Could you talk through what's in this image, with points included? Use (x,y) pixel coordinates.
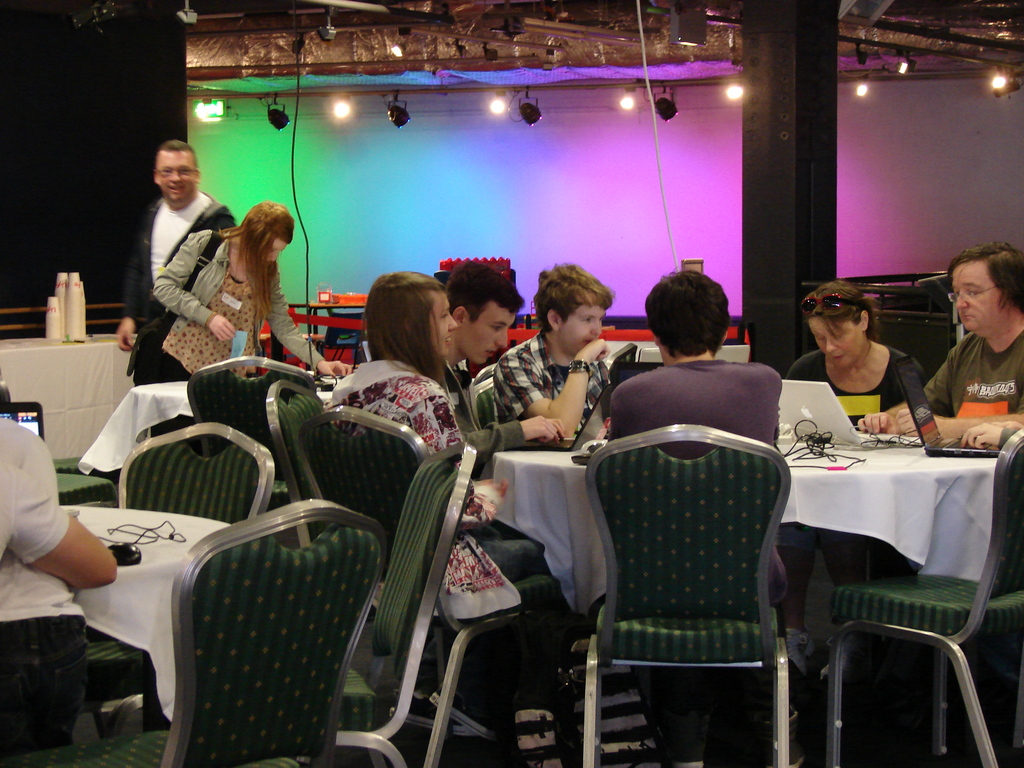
It seems to be the image is inside the room (754,390). In the image there are group of people (819,372) sitting on chair (675,529) in front of a table (863,448), on table (799,472) we can see a laptop (805,400), wires (827,432) and left side (183,218) there are two people (213,240) men (201,210) and woman (196,242) are standing and we can also another table (83,346) on which there are some glasses (80,307). On right side (801,165) there is a pillar (802,178), in background (223,139) there is a wall (350,144) and roof (378,36) on top (385,48) with few lights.
